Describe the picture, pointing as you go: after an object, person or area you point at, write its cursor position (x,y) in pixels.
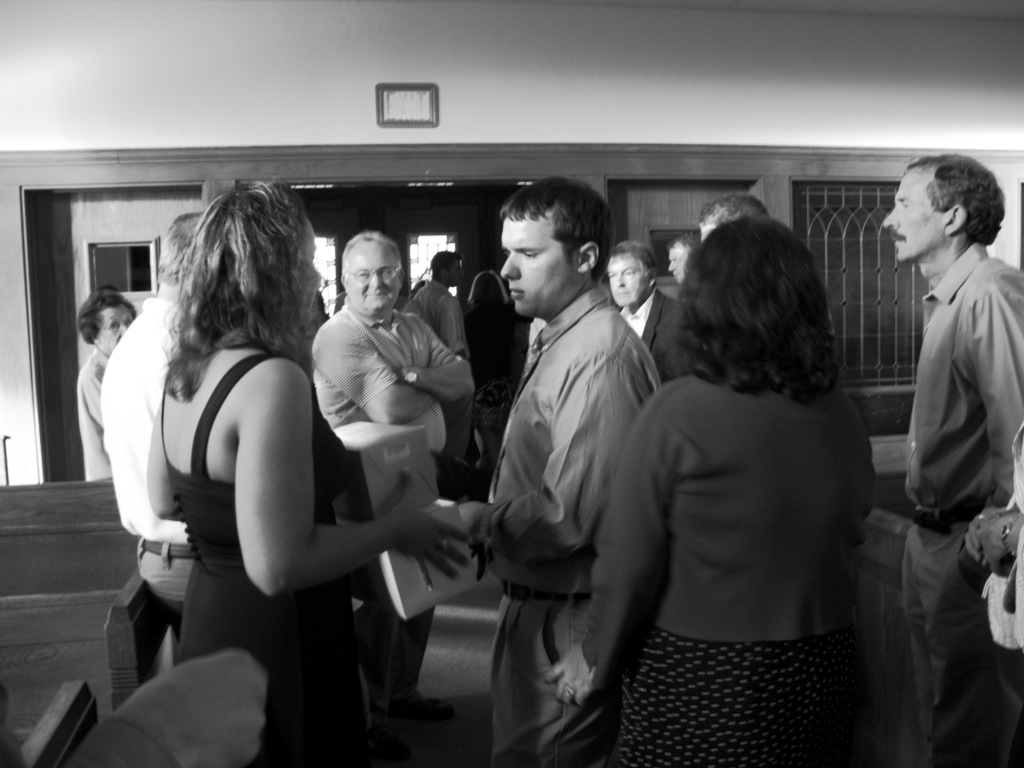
This is a black and white image. We can see a few people (441,552). We can see the ground (452,656). We can see some wood (61,567). We can see an entrance door (448,232) and some rods (862,283). We can also see the wall (472,113) with an object (401,116).
